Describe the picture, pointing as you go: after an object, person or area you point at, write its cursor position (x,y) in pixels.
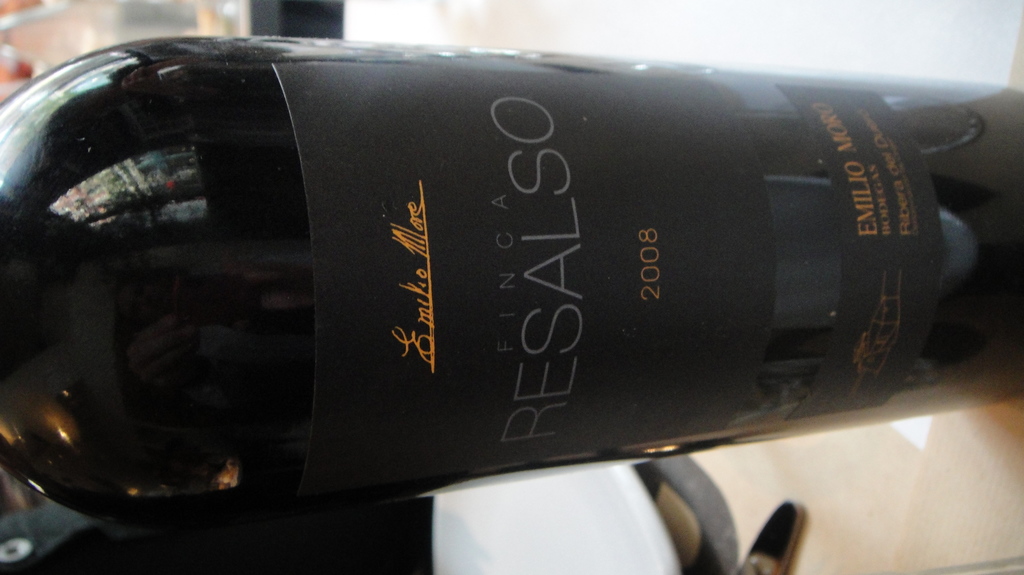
This is a zoomed in picture. In the center (468,258) there is a black color bottle (244,238) seems to be placed on the top of the table (925,486) and we can see the reflection (140,309) of some objects (132,200) on the surface (160,251) of a bottle (162,163) and there is a paper (449,424) attached to the bottle (327,181) on which we can see the text (503,351) is printed. In the background (493,507) there are some other objects (16,38).
